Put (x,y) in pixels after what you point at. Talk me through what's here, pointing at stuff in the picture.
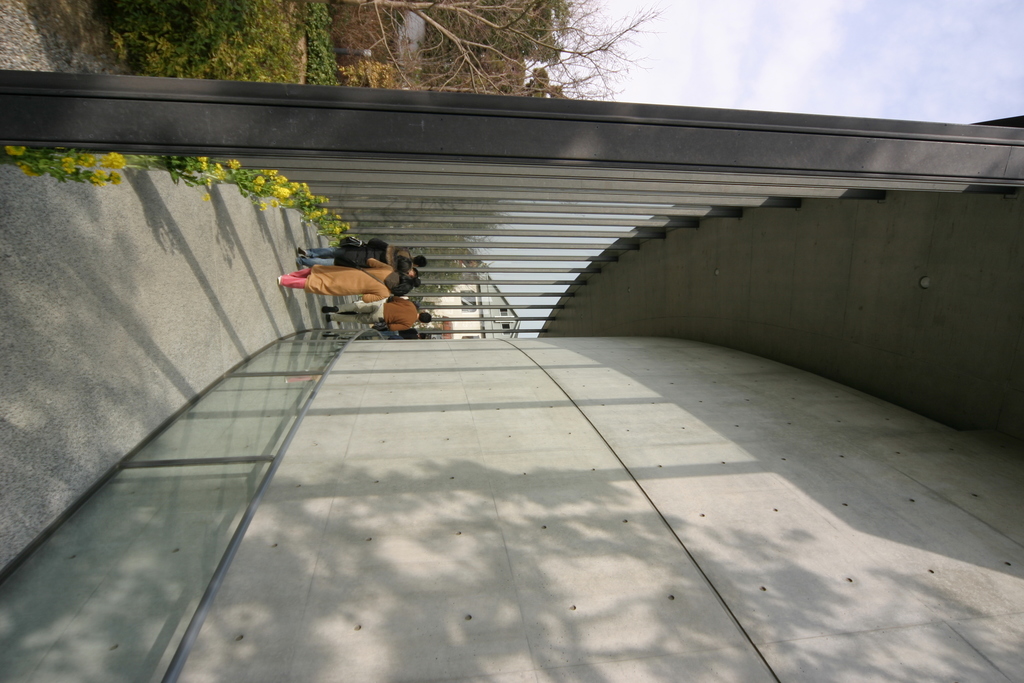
In this picture we can see a group of people (347,257) walking on the path (310,323) and on the right side of the people (353,278) there is a wall (389,382) and on the left side of the people (370,291) there are pillars (365,147), trees (293,64), plants (296,67) and a sky (881,15).
